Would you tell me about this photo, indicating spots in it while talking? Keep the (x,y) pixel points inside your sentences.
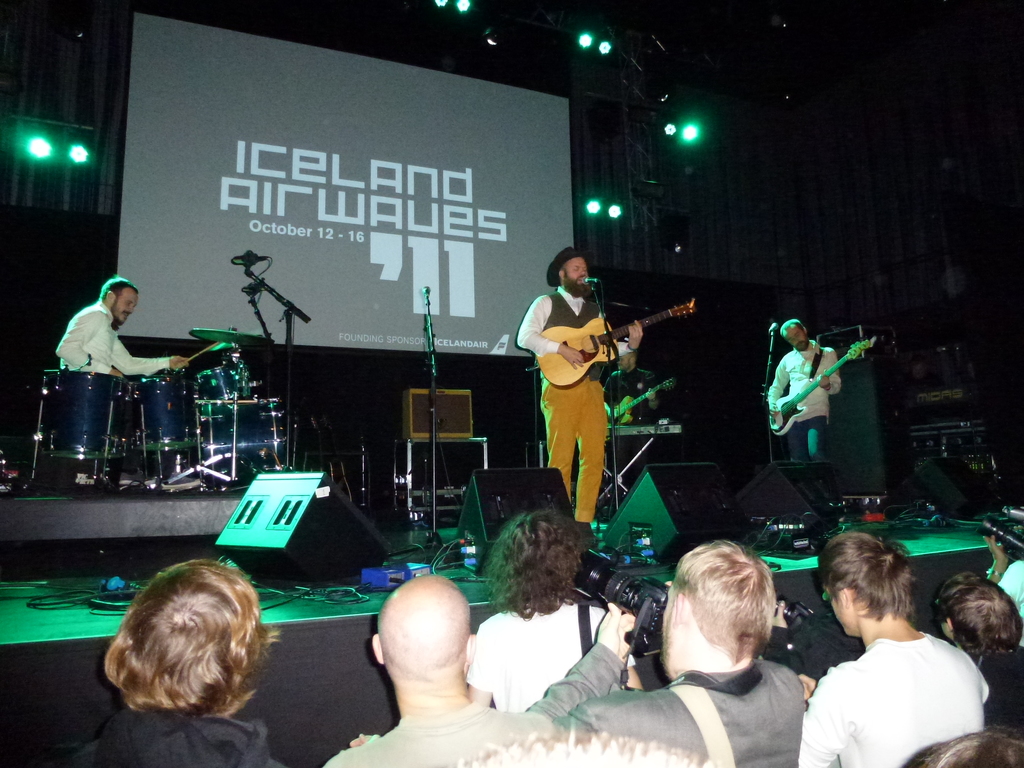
The picture is of a concert. On the stage (205,527) there are musician (575,405) playing instrument (157,429). In the left (154,415) one person (124,368) is playing drums (180,423). In the middle (535,339) one person (562,392) is playing guitar (572,372). I think he is singing also. The right side person (796,349) is playing guitar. Beside him one person (638,416) is playing guitar (647,393). There is a keyboard (638,431) in front of him. All of them are having mic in front of them. In the background (470,335) there is a banner (242,81). In front of them there are audience (994,643). Some of them are clicking photos. In the background (707,122) there is curtain light (610,210). On the stage (218,528) there is speakers (678,490) and some other music systems (927,427). The carpet (60,613) is green in color.
